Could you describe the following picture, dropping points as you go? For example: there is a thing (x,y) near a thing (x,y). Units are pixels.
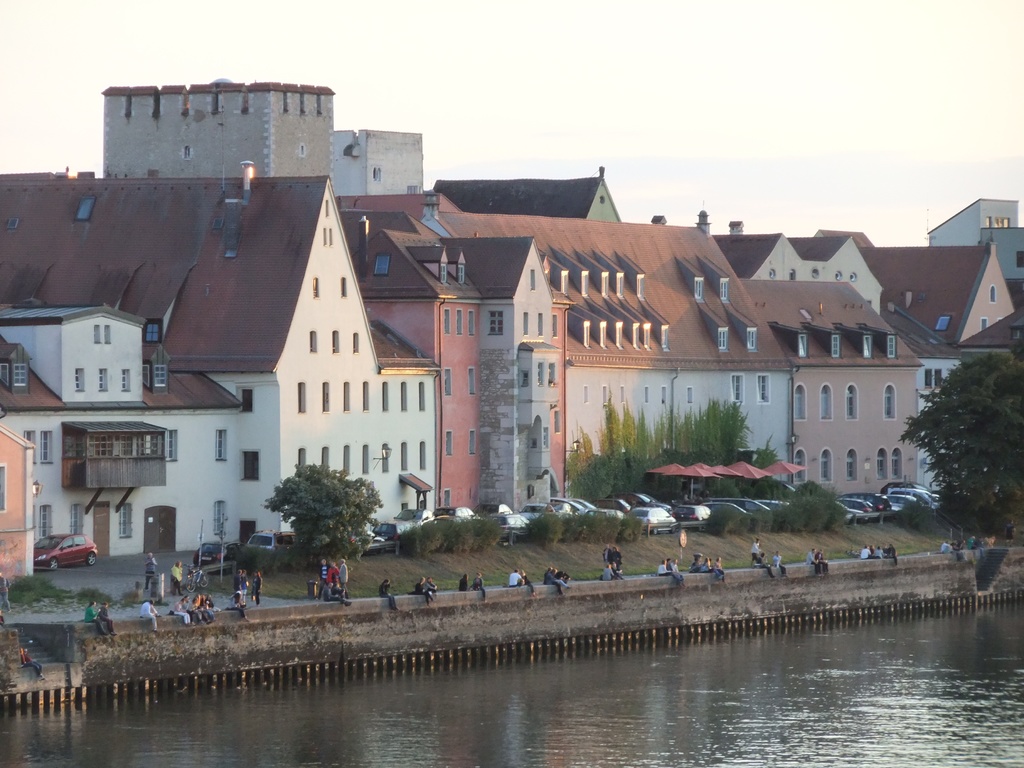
In this image I can see water (622,686), few trees (965,471), number of vehicles (58,543), number of buildings (534,326), number of windows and here I can see number of people (4,597). I can see few of them are standing and rest all are sitting.
